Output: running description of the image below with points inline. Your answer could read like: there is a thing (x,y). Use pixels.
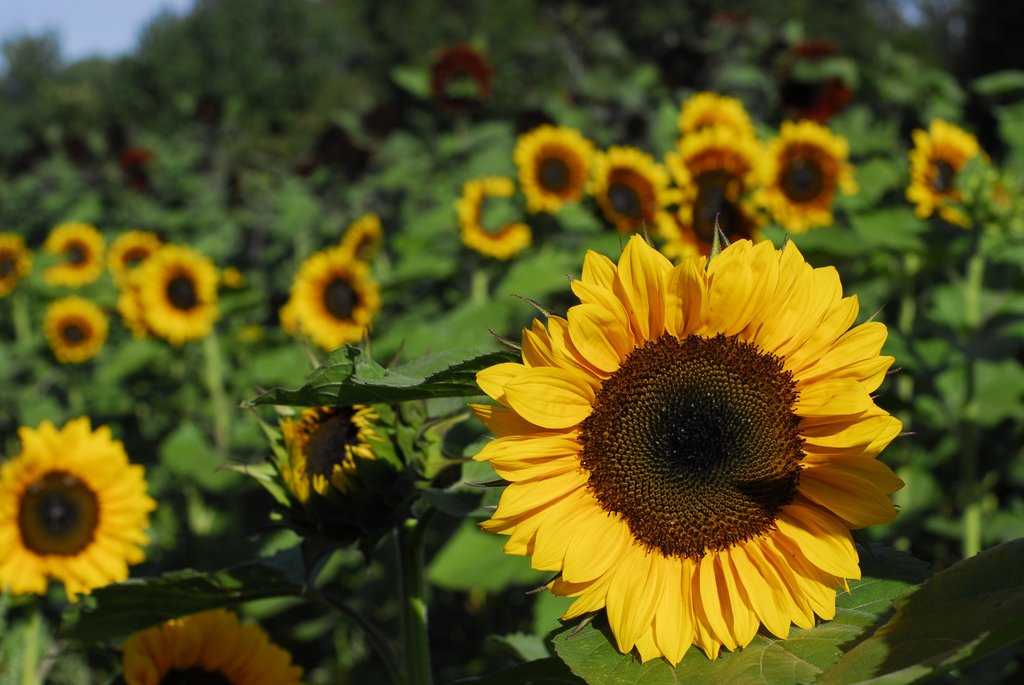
In this picture we can see plants (462,347) with flowers (173,312). In the background (127,40) we can see trees (50,64), sky (88,30) and it is blurry.
